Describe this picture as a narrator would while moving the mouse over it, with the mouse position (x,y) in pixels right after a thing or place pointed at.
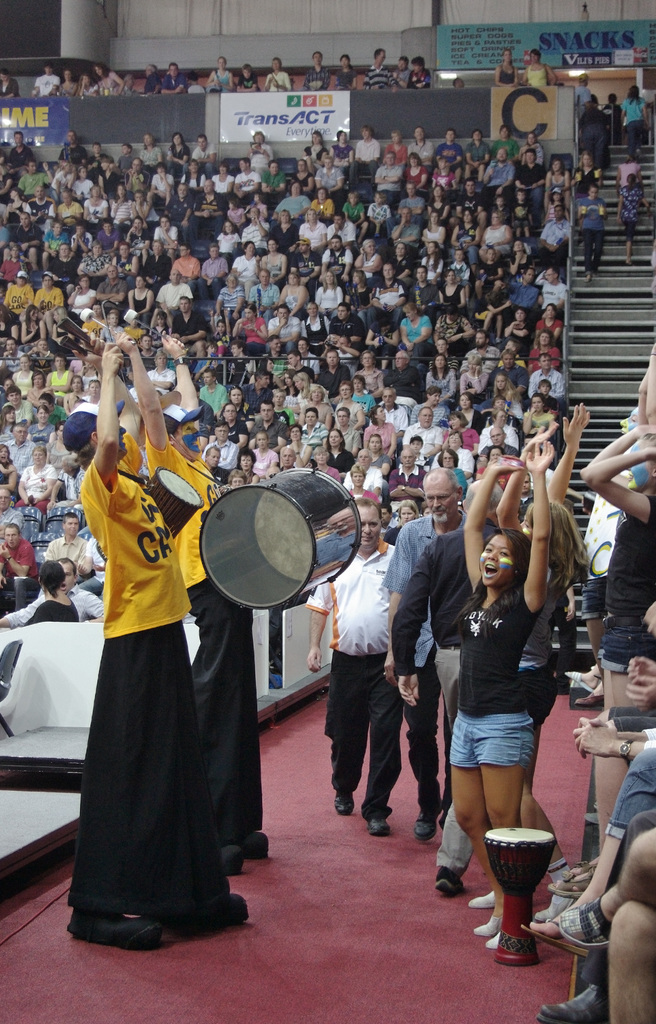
there are so many people (220,300) sitting in a stadium (265,933) and watching at the show there are two people (141,858) playing drums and few people (580,420) dancing and there are few people (605,112) walking away on the stairs (573,354).
